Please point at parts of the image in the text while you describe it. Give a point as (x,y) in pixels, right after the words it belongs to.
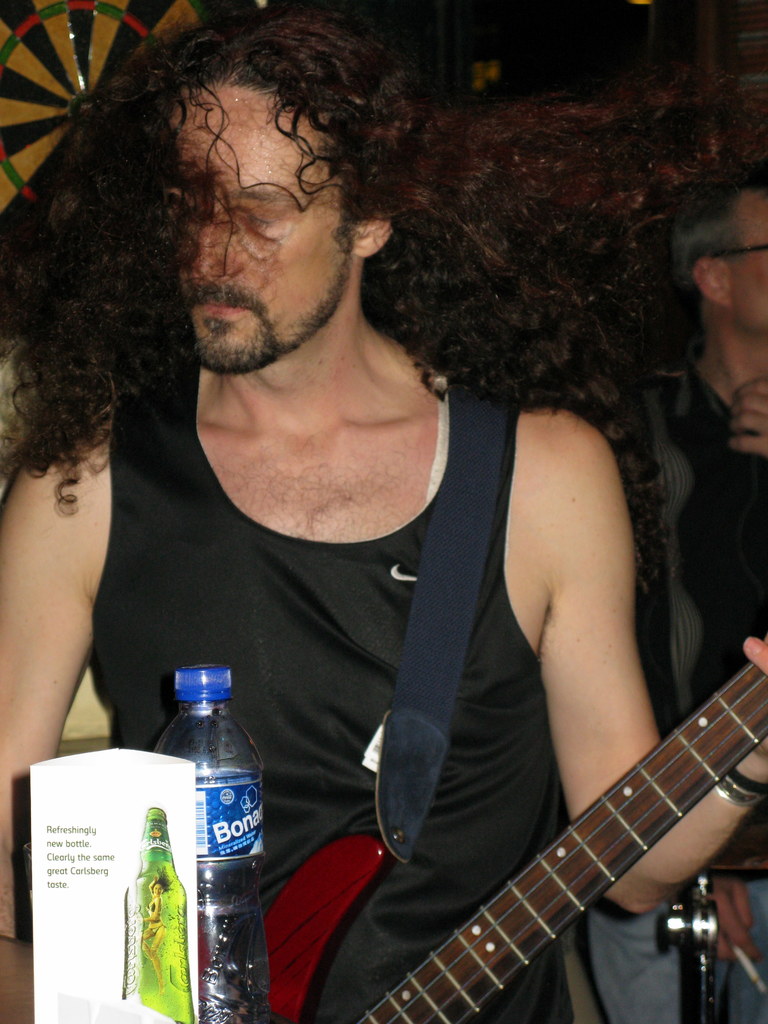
This man (459,793) is playing guitar (681,730). In-front of this man (443,918) there is a bottle (255,907). Far this person (675,610) is standing.
